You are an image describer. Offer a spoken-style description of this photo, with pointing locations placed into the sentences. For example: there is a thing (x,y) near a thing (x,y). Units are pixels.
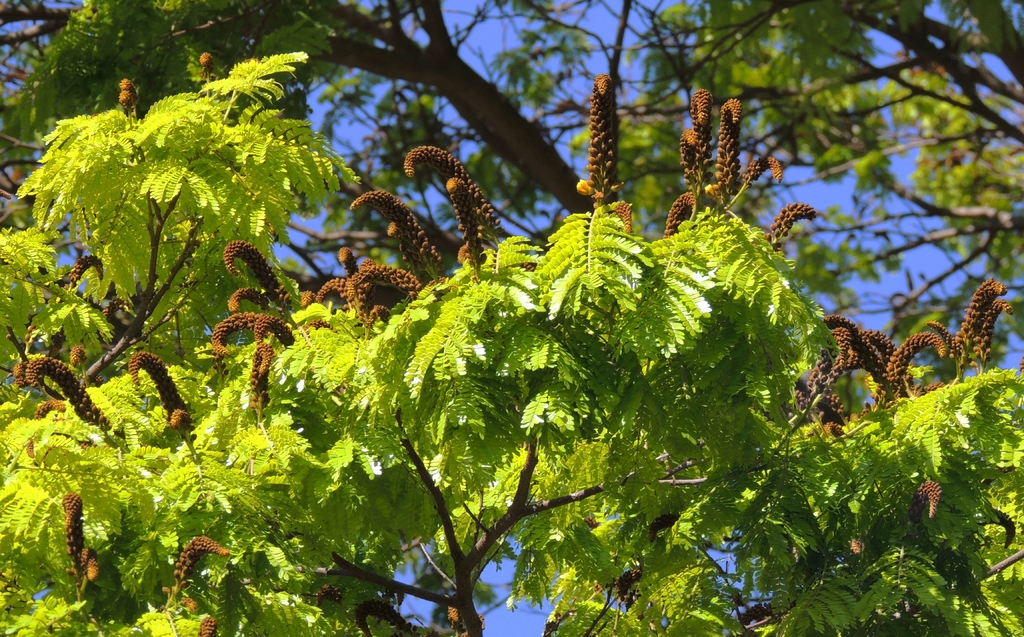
In the foreground of this image (534,542), it seems like brown flower spikes (483,211) to the tree (523,358) and the sky (486,61) in the background (481,58).
